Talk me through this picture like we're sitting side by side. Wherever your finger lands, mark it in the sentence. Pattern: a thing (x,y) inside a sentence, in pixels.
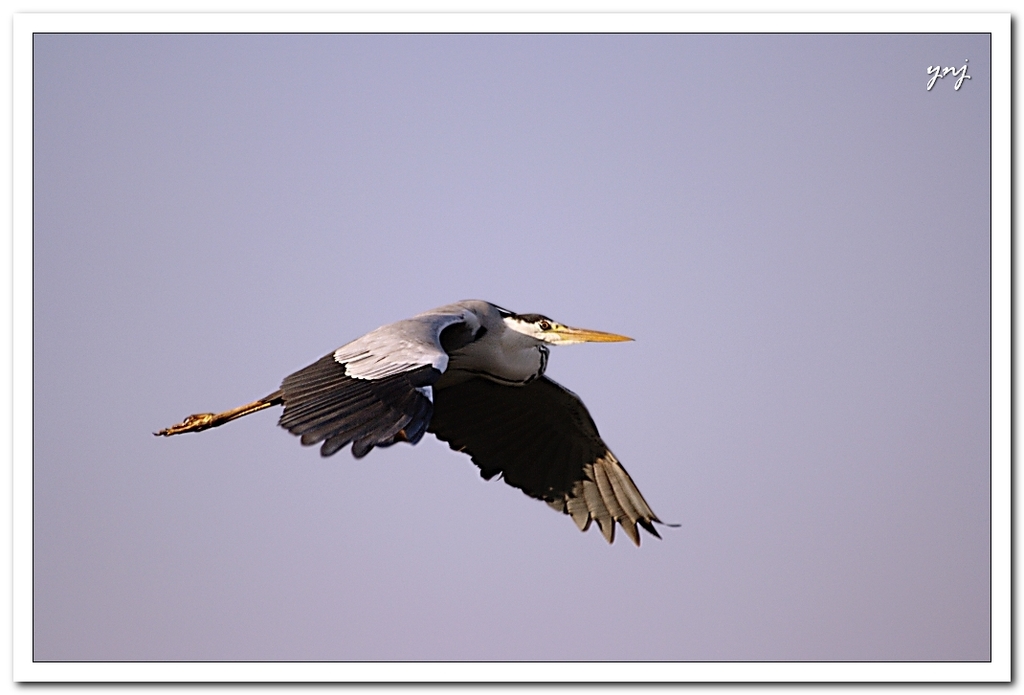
In this image I can see the bird (670,526) and the bird (386,404) is in grey, white and black color. In the background (416,484) I can see the sky (333,210) in blue color.
